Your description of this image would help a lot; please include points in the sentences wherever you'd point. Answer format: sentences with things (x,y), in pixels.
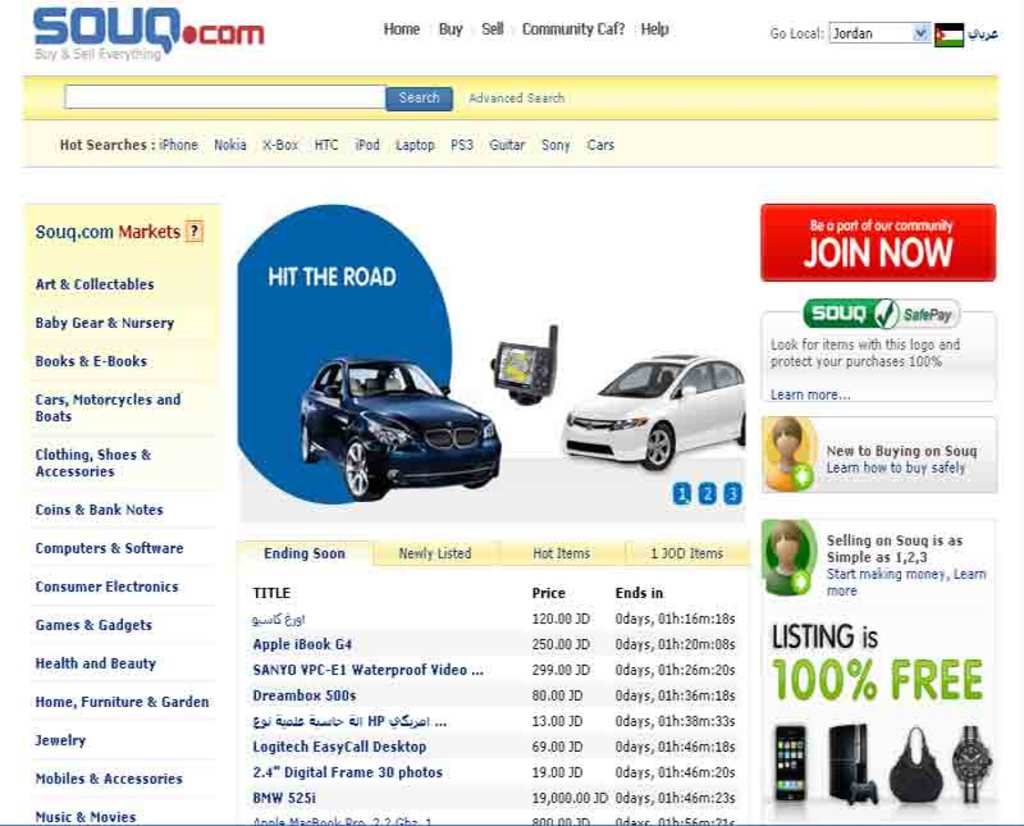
In this image we can see an advertisement (204,273) of a page (229,334) which is of cars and some other items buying and selling.
